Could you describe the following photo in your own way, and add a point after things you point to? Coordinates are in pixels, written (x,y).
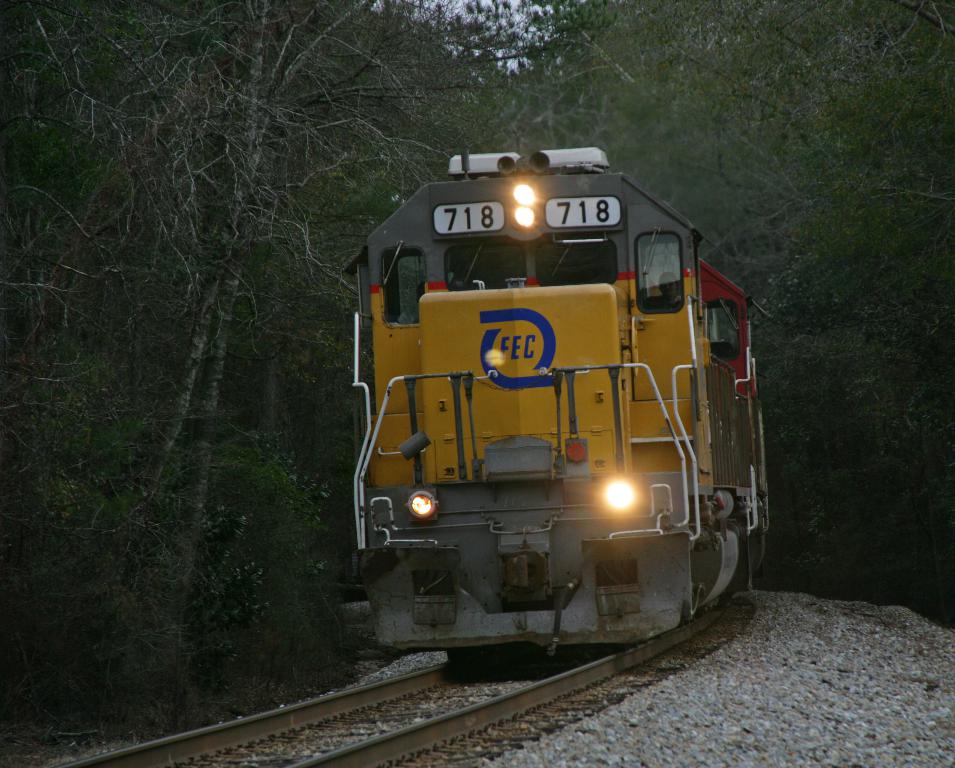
We can see train (521,485) on track (510,690) and stones (791,666). In the background (830,125) we can see trees (521,54) and sky (521,44).
